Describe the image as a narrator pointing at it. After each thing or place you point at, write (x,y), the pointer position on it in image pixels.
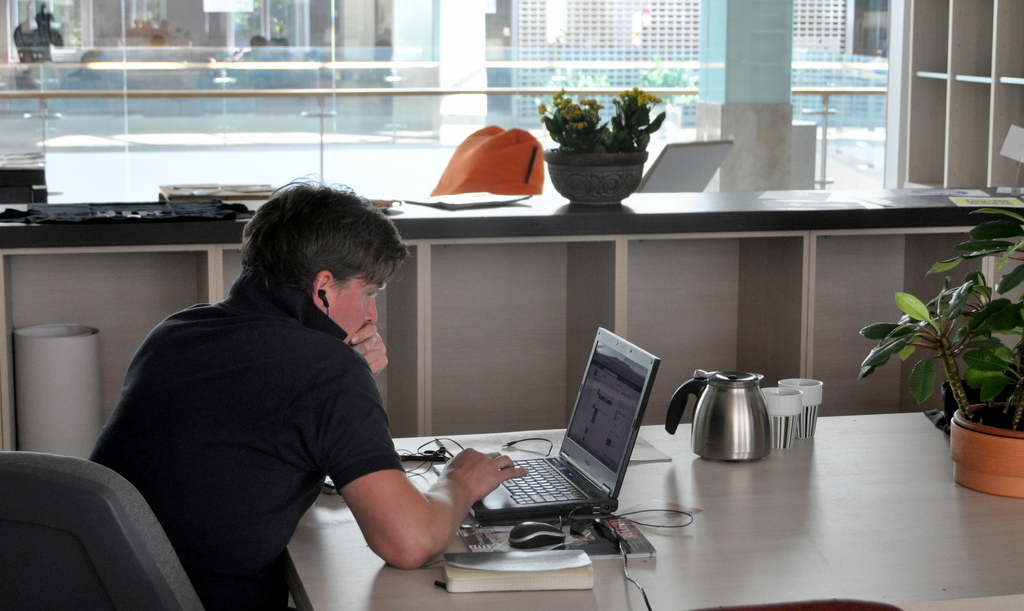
In the image we can see there is a man (280,315) who is sitting on chair (139,593) and on the table (654,466) there is laptop (574,472), mouse (534,538), book (530,556) and kettle (738,402) along with a glasses (800,423).
